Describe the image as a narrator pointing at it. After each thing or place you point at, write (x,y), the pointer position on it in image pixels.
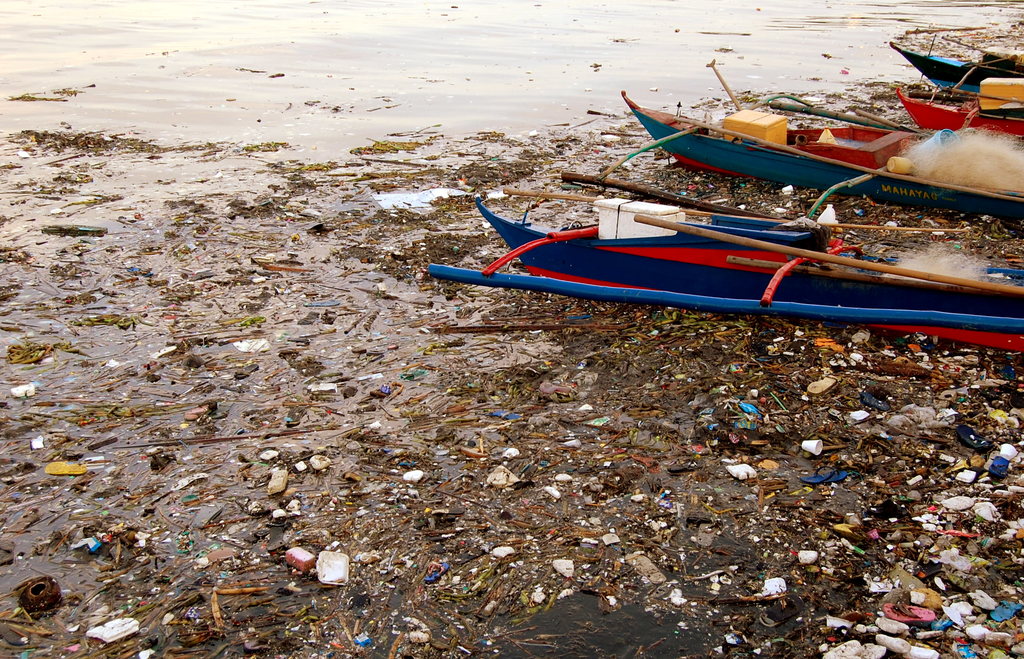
In this picture we can see a water body (440,186). In the foreground of the water (11,277) we can see lot of waste material (485,229). On the right (783,239) there are boats (929,200).
